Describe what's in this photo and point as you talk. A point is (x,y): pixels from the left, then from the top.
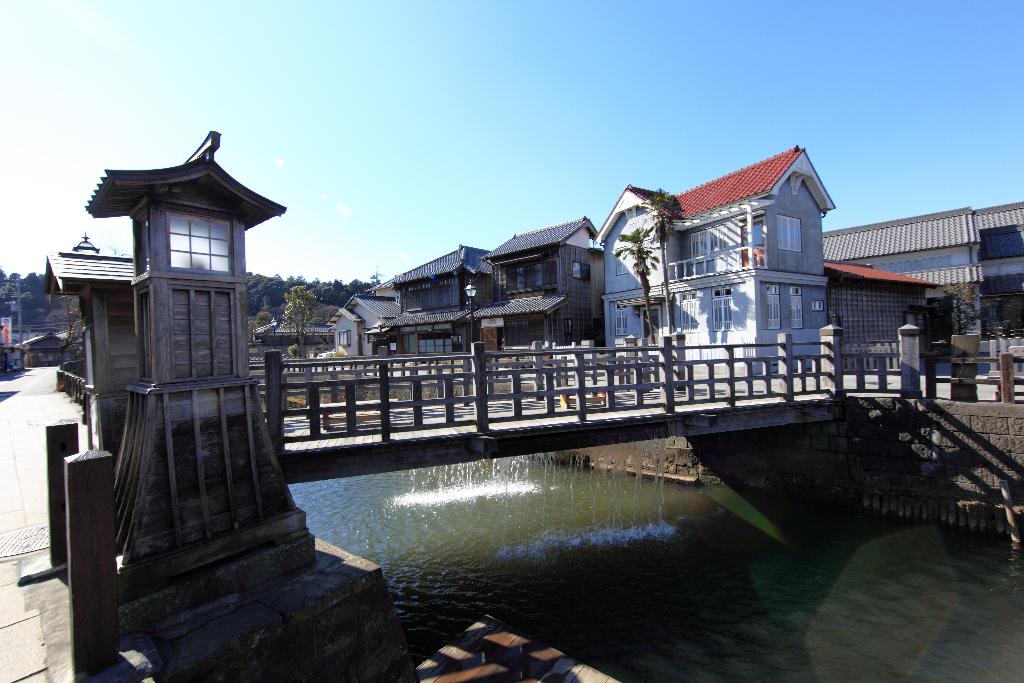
In this picture we can see a bridge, buildings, trees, electric poles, banner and under this bridge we can see water (380,563) and we can see sky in the background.
